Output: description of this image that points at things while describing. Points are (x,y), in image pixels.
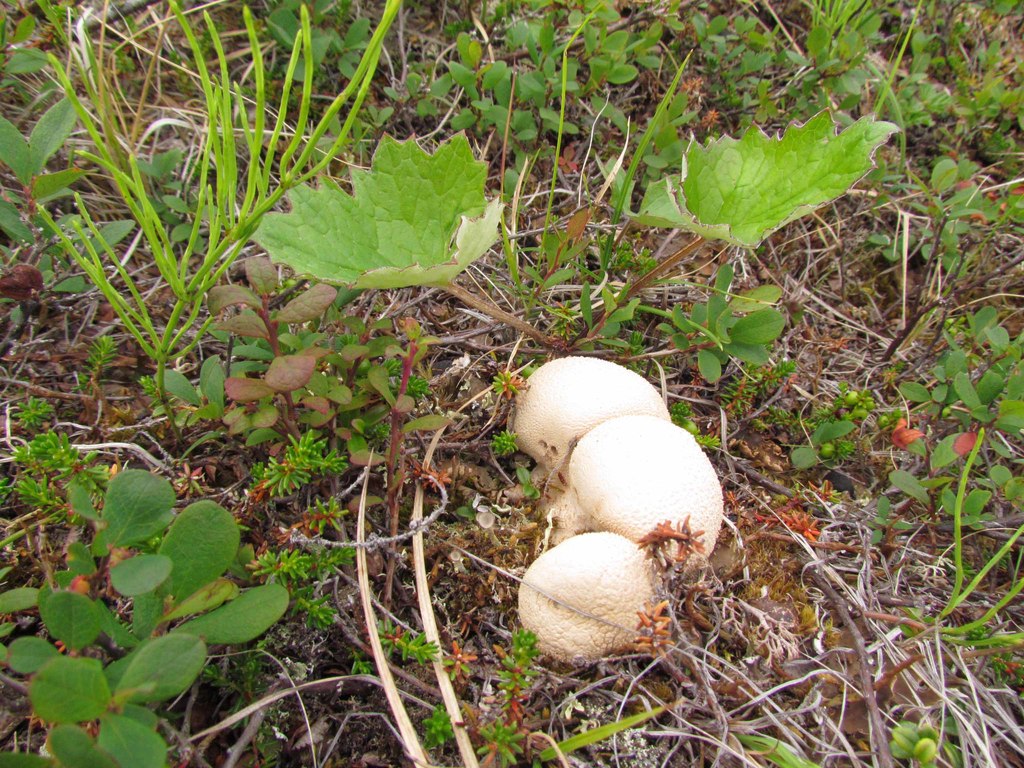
This picture shows few plants (312,305) and mushrooms (588,631) on the ground (848,479).
